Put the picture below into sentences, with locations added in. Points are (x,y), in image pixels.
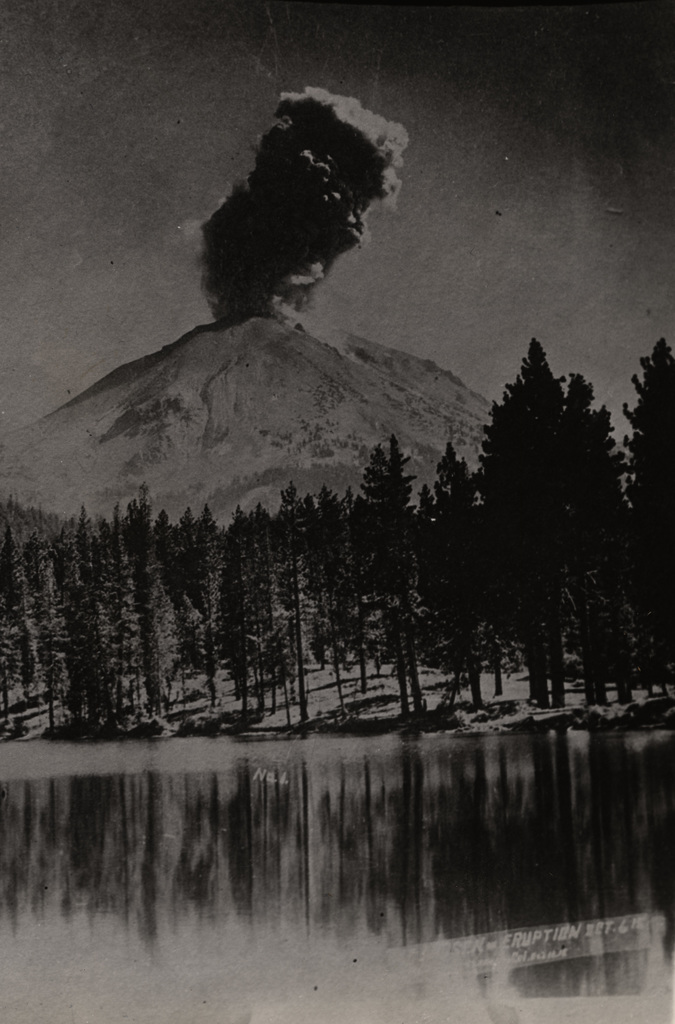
This is a black and white image. At the bottom of the image (457,774) there is reflection (198,858) of trees (454,827). Behind that there are many trees (221,595). Behind the trees (149,538) there is a volcano hill (267,395) with smoke (261,292).
